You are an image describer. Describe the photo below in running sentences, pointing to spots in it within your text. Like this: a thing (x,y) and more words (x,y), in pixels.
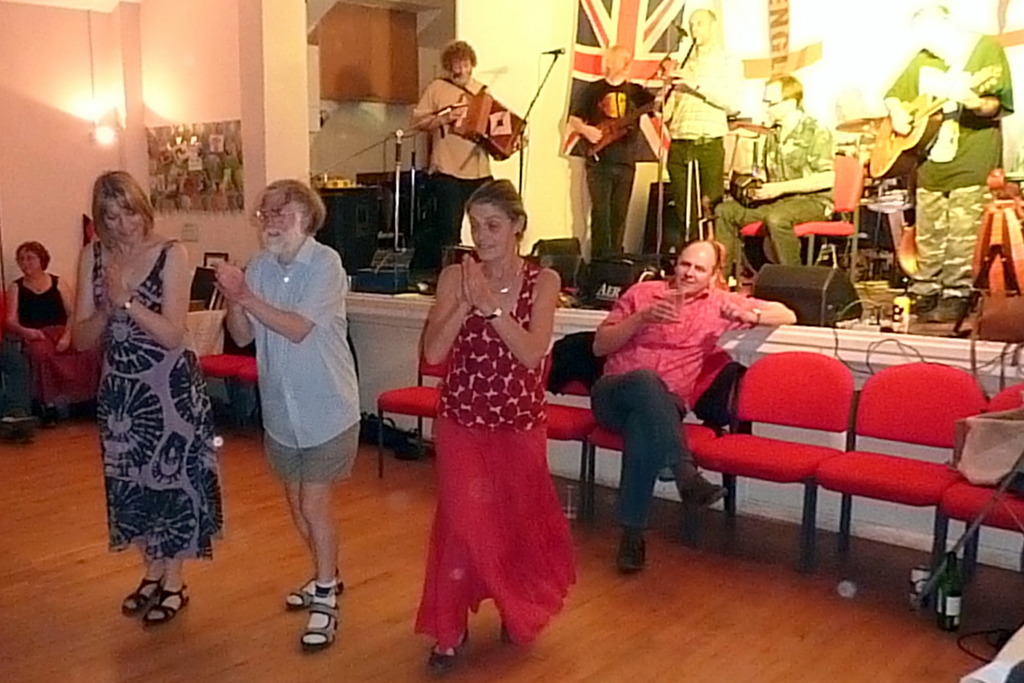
In this image we can see people (307,425) standing on the floor (419,572) and some are sitting on the chairs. In the background (816,194) there are people (701,127) sitting on a chair (845,186) and some are standing on the floor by holding musical instruments (476,112) in their hands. In addition to this we can see posters (206,174) pasted on the wall (336,165), electric lights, mics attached to the mic stands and cables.
